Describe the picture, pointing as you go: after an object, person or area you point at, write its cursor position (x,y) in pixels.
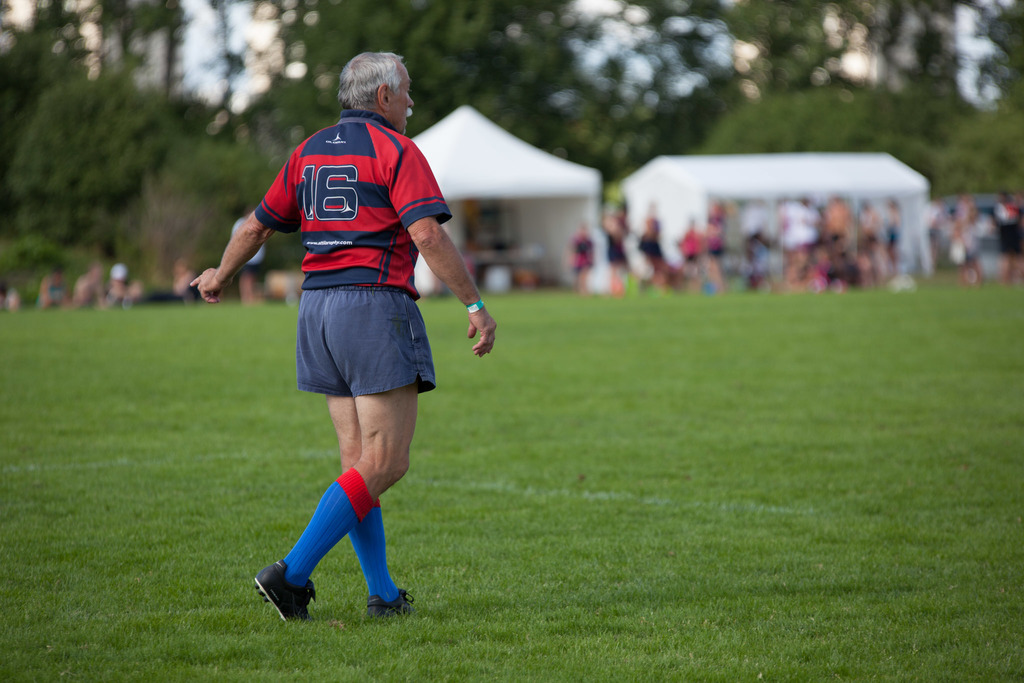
In this image a person (340,309) wearing a sports dress (346,332) is walking on the grassland (651,516). Few persons (710,227) are on the grassland (654,321). Behind them there are two tents (697,221). Background (184,107) there are few trees (963,122).
